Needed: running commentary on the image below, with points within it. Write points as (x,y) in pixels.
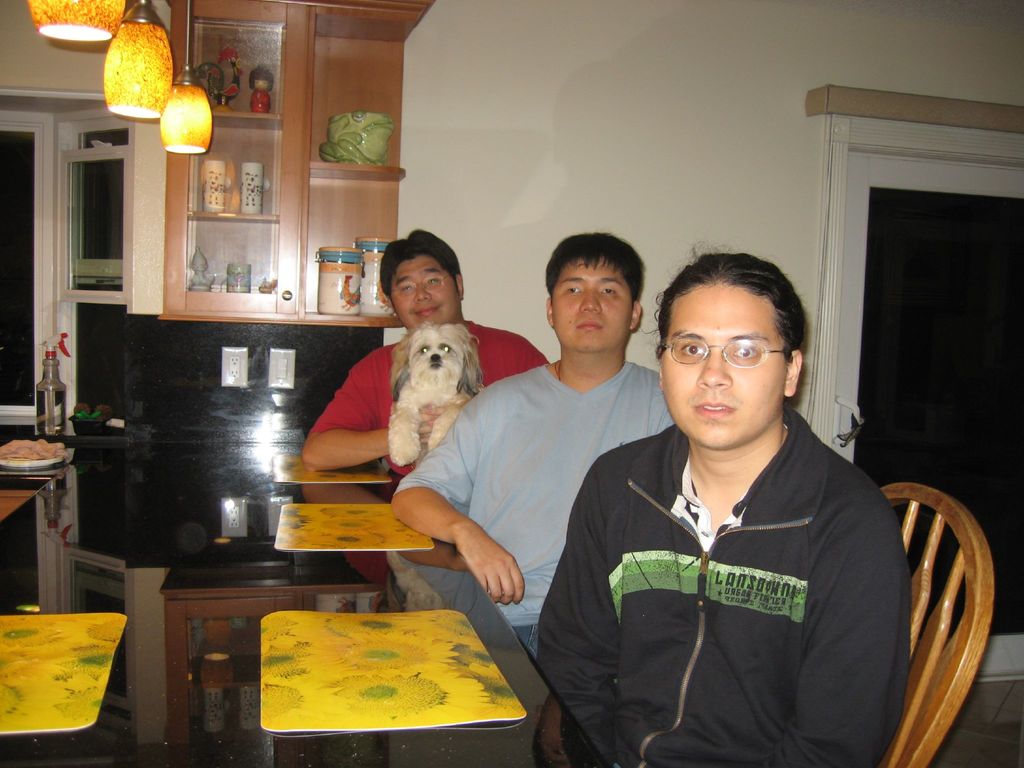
In the image we can see there are people (574,485) who are sitting on the chair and in front of them there is a dining table (275,485) and the man (369,440) who is sitting in the back (400,402) is holding a dog (436,381) and on the top (118,77) the lights (64,1) which are hanging and the wall (547,112) is off white colour.
